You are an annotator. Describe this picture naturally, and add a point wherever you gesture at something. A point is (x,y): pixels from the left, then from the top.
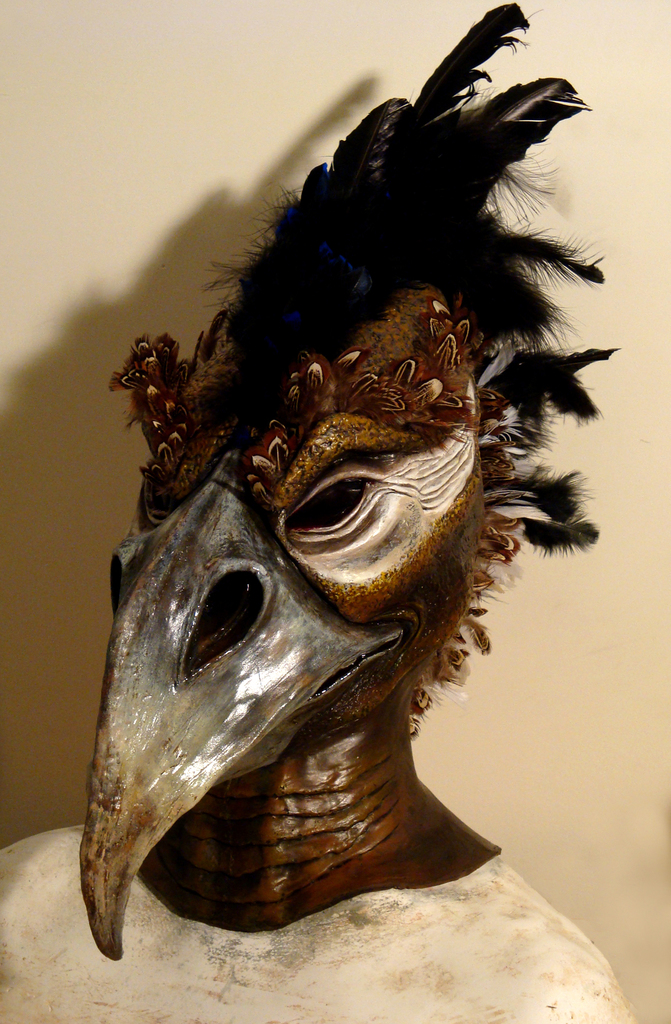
In this image there is a sculpture (422,169), in the background (74,59) there is a wall (625,873).
